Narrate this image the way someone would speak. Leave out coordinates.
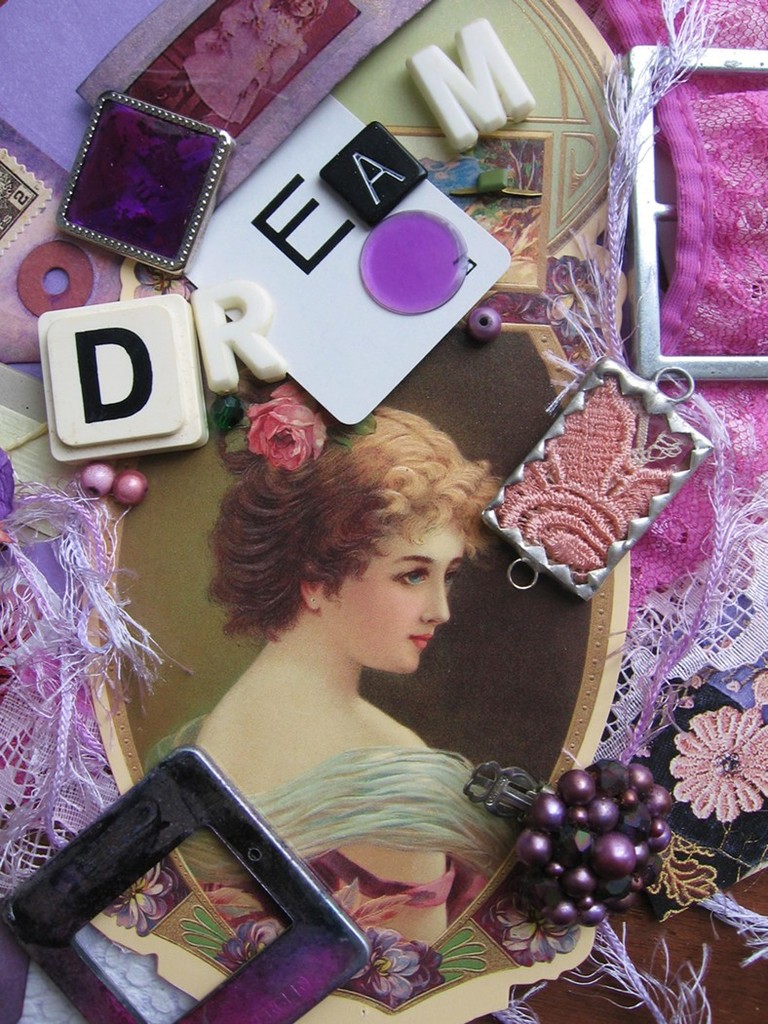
In the picture there is a frame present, there are letters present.
